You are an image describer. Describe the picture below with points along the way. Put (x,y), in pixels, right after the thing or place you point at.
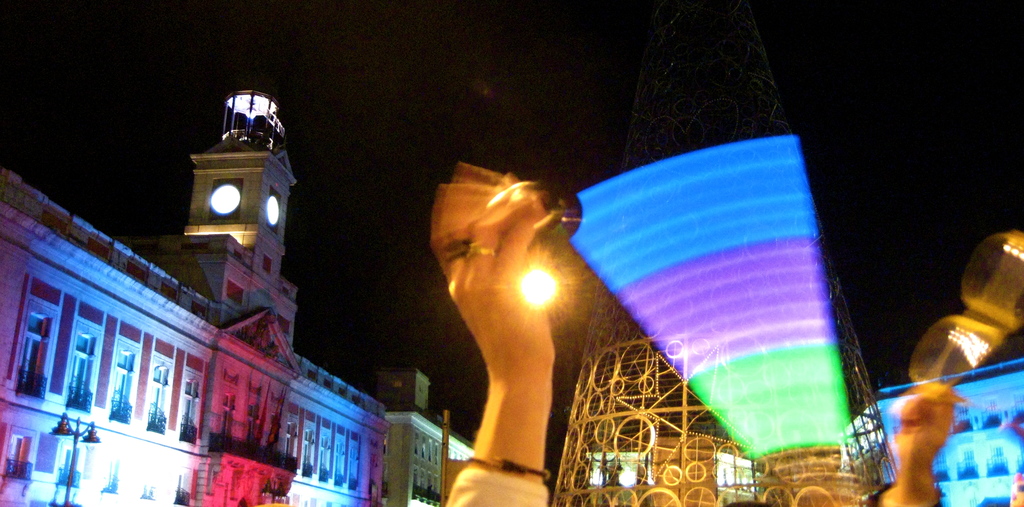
In the image there are buildings (182,444) in the background (357,456), in the front (504,409) there are hands (494,331) of person (905,417) visible and behind it there is a tower (681,480) with lights (706,331), this is clicked at night time.
